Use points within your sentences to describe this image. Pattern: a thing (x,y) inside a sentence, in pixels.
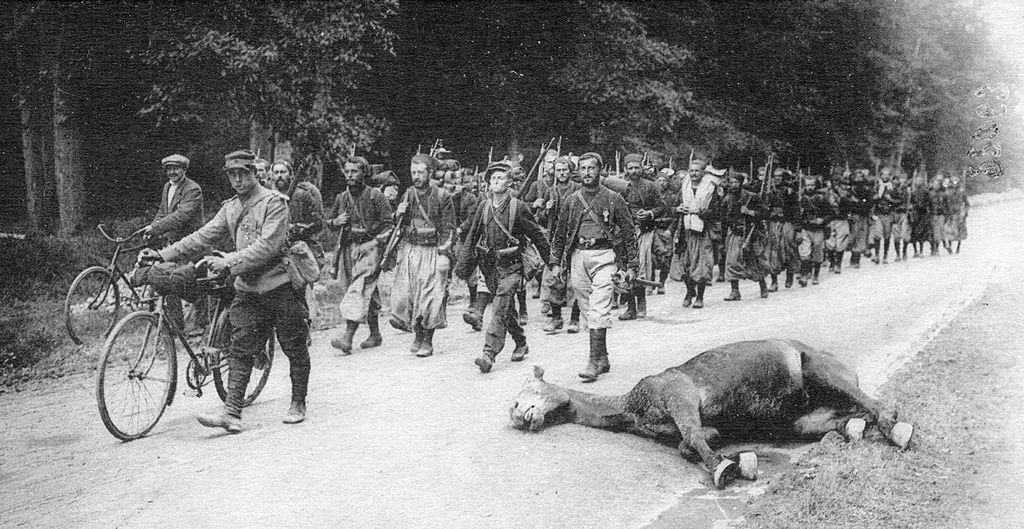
In the center of the image (505,195) there are people (598,182) walking. They are all wearing costumes (608,227). On the left (246,360) there are two people (238,379) holding bicycles (189,367). In the background (324,108) there are trees (793,54). At the bottom (605,402) there is an animal (666,418) lying on the road (670,490).
